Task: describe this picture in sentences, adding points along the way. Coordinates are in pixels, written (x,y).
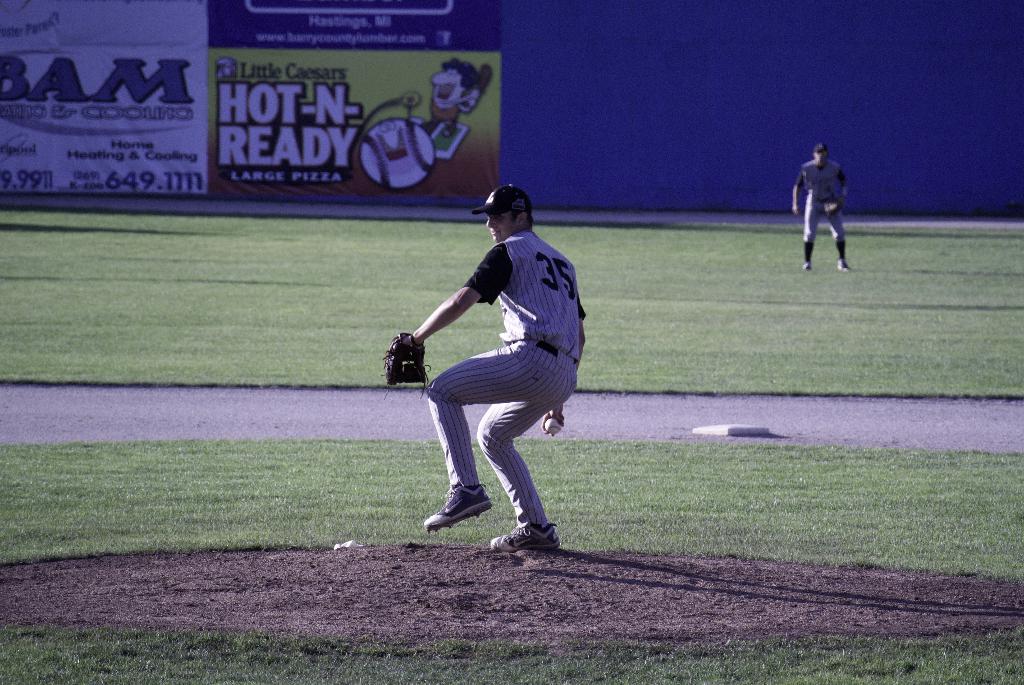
In this image I can see a playground (11,463), in the ground (258,222) I can see two persons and a fence (683,72) and on the fence (592,92) I can see a cartoon picture (461,140) and text (75,87).
